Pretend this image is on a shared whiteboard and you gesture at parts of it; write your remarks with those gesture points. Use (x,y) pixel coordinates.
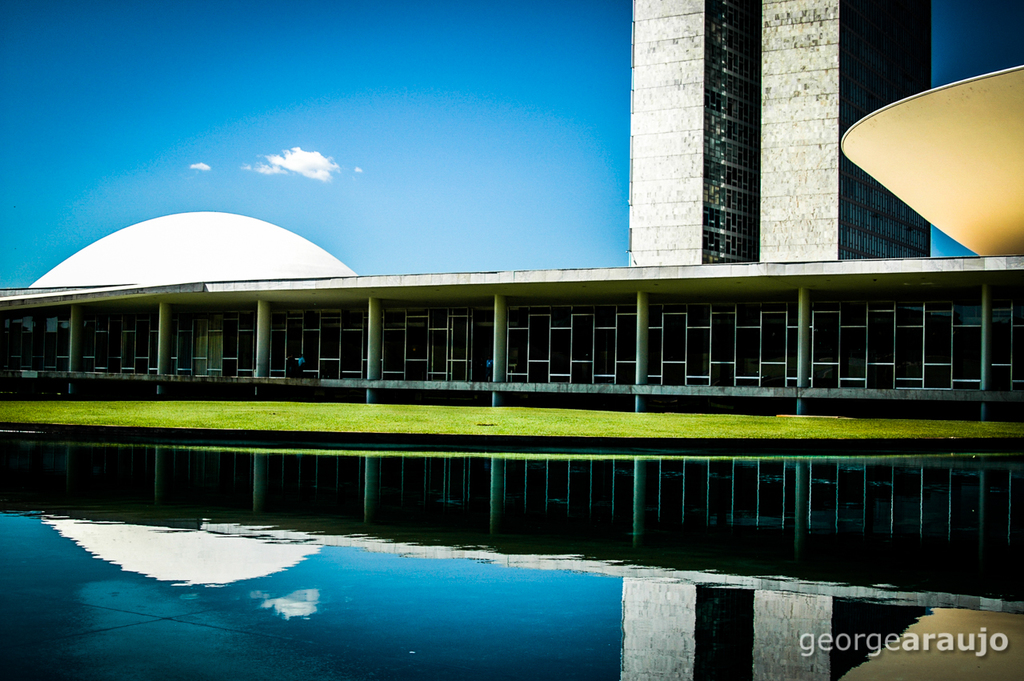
In this image I can see water (573,534) in the front (573,534) and in the background (747,432) I see grass (570,416), few buildings (818,346), clouds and the sky (347,96). On the bottom right corner of this image (836,646) I can see a watermark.
